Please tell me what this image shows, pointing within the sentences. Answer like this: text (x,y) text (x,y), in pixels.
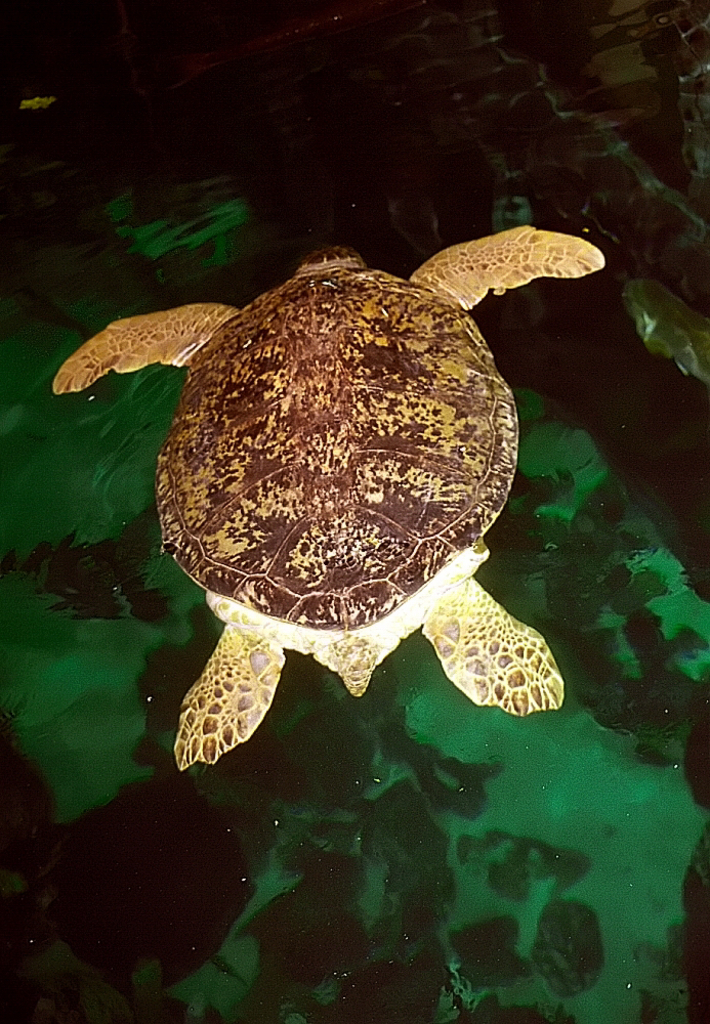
In this image there is a tortoise (283,525), below the tortoise (350,538) there is water (550,820).
